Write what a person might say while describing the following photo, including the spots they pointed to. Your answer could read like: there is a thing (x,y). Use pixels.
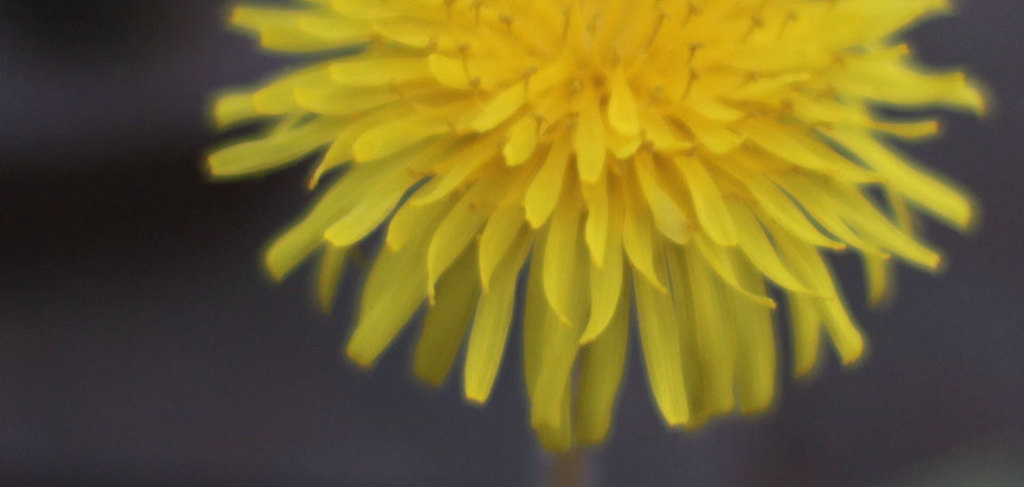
In this image we can see a yellow color flower (659,189) and the background (995,362) is in black color.
